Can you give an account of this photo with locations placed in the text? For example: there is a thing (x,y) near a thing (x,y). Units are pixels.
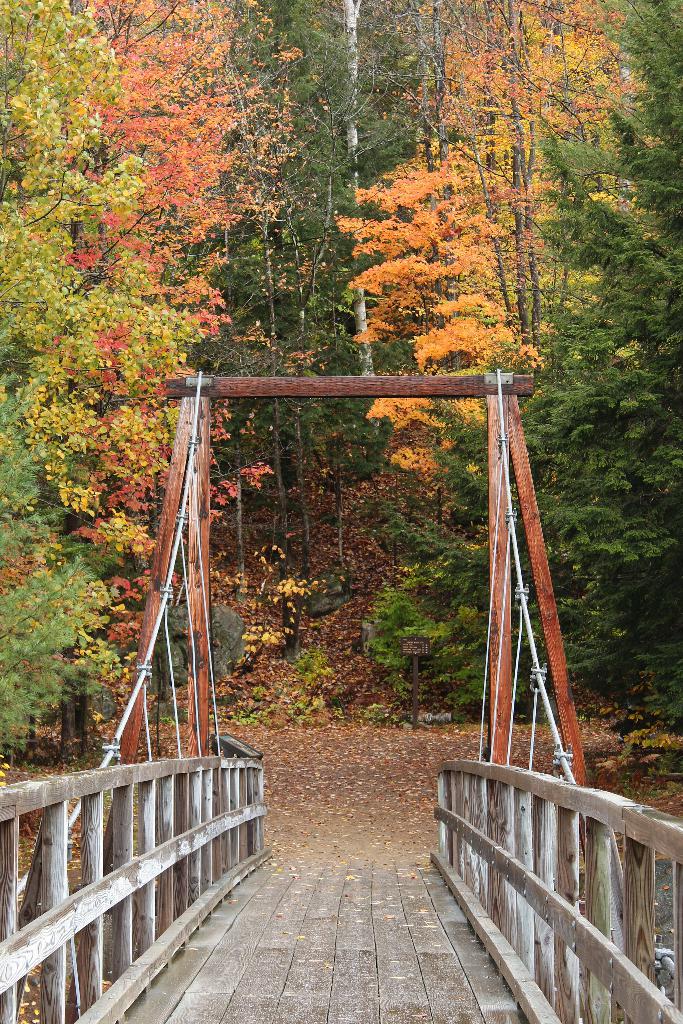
In this image we can see the wooden bridge (450,892). And we can see one wooden pole (415,671) near the bridge (455,899). And we can see the trees (195,115). And we can see the rocks (234,632). And we can see the land (355,670).
